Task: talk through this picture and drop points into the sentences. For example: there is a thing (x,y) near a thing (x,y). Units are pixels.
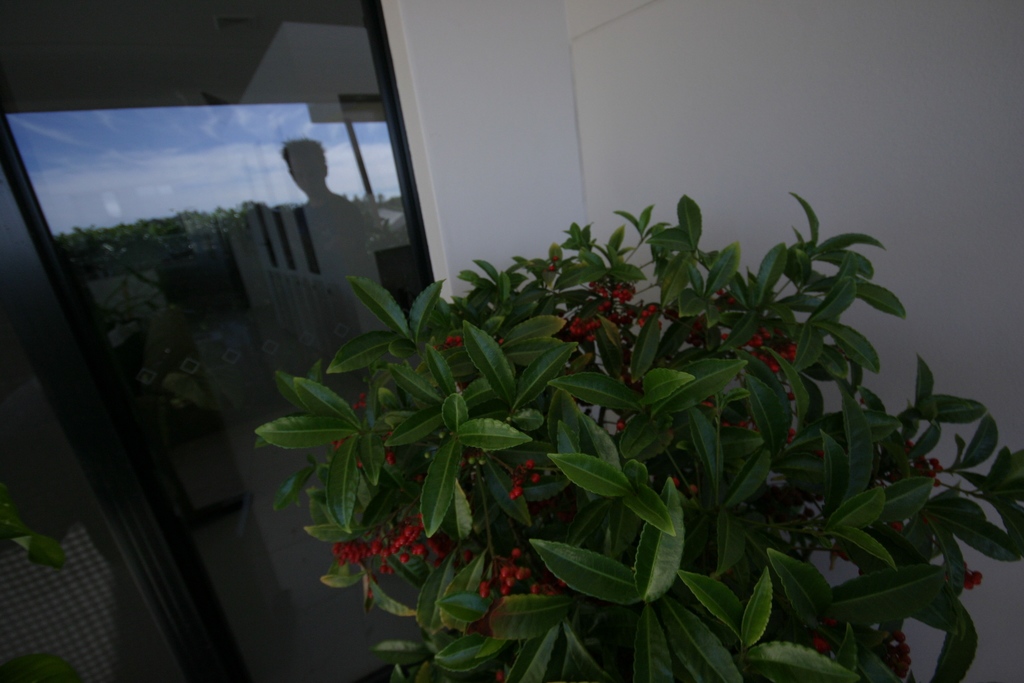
In this image we can see a plant (764,283), trees (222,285), there is a reflection (311,213) of a person (329,205) on the window (335,189), also we can see the wall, and the sky (337,186).
